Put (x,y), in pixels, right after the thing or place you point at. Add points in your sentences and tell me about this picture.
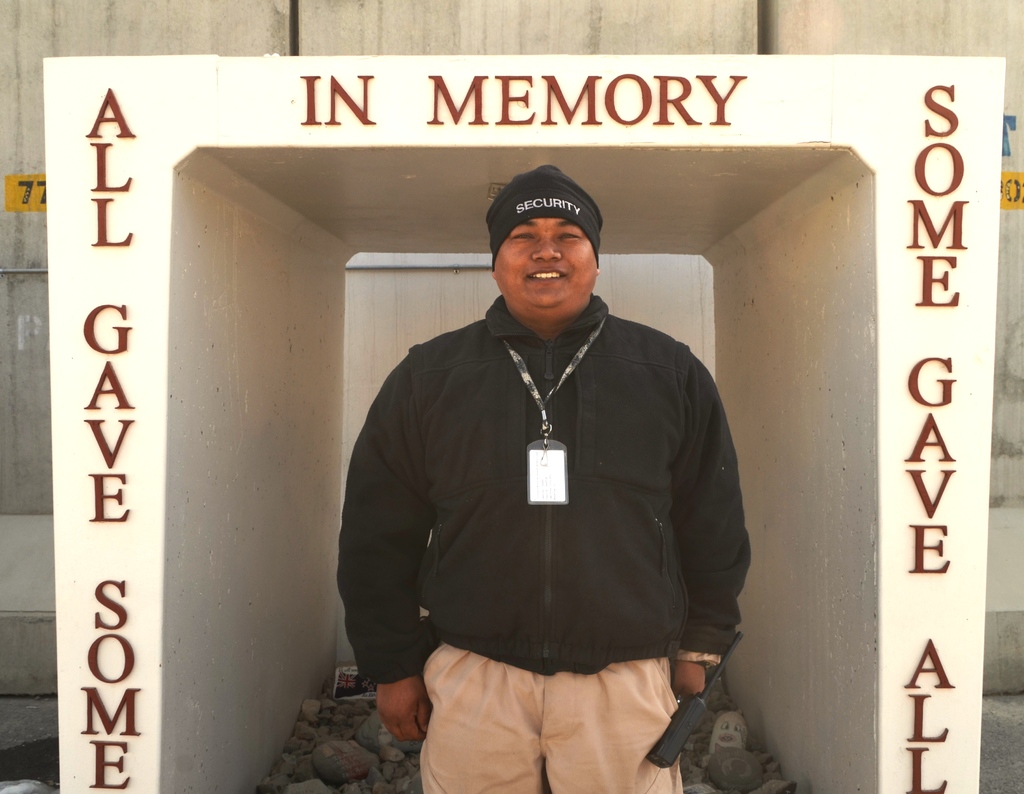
In this picture there is a person (650,489) wearing black jacket (620,593) is standing and there is a walkie talkie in his hand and there is a wall (127,577) which has some thing (103,231) written on it behind him.
